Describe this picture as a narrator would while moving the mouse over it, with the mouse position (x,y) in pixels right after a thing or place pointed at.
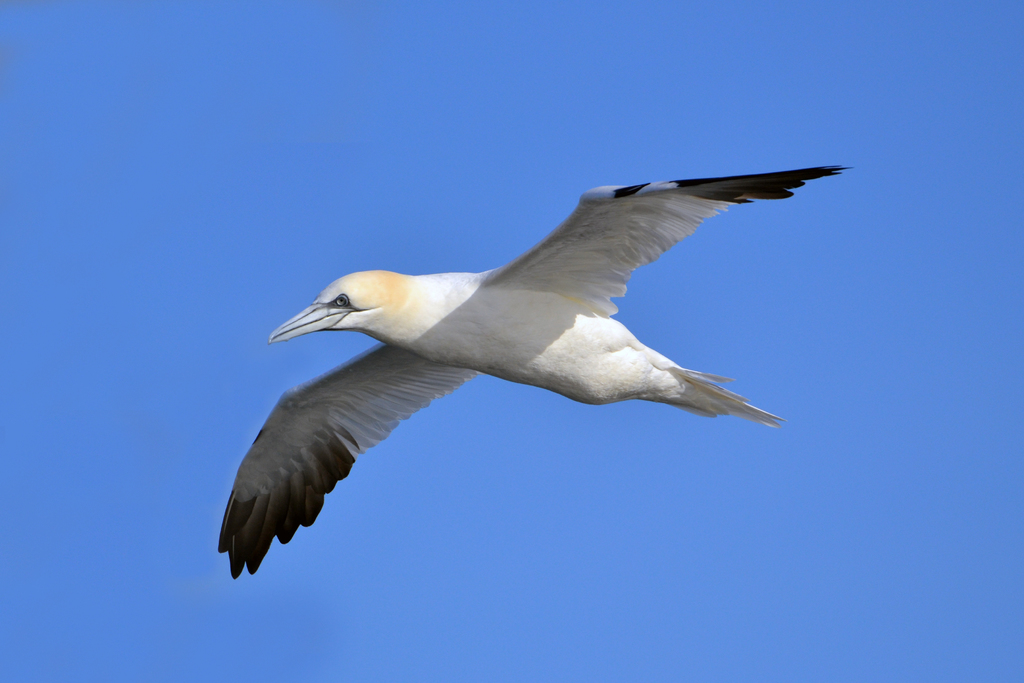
In this picture we can see a bird (585,304) flying in the air (600,88). In the background (911,221) we can see a clear blue sky (559,76).
